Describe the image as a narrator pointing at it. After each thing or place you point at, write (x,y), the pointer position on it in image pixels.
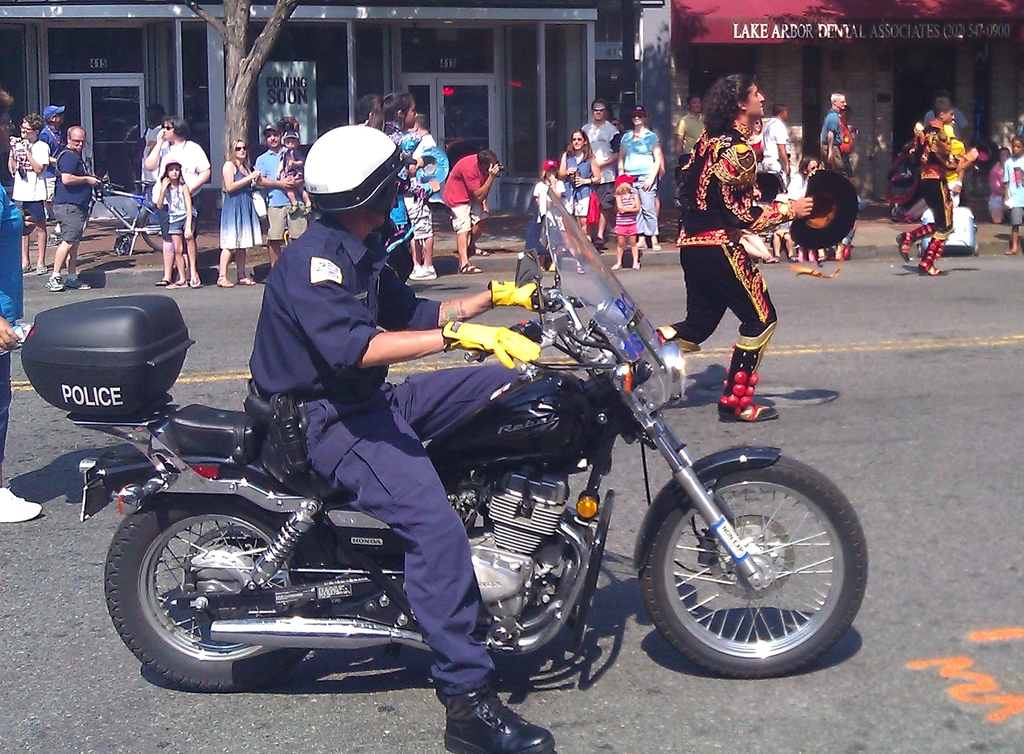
This pictures few people (656,175) standing and few are walking and we see buildings (814,32) and we see a human (730,276) running and we see a man (320,386) wore a helmet (378,187) and riding a motorcycle (576,598) and we see a bicycle (159,241) on the sidewalk (108,265) and few of them wore caps (272,136) on their heads (49,122).
